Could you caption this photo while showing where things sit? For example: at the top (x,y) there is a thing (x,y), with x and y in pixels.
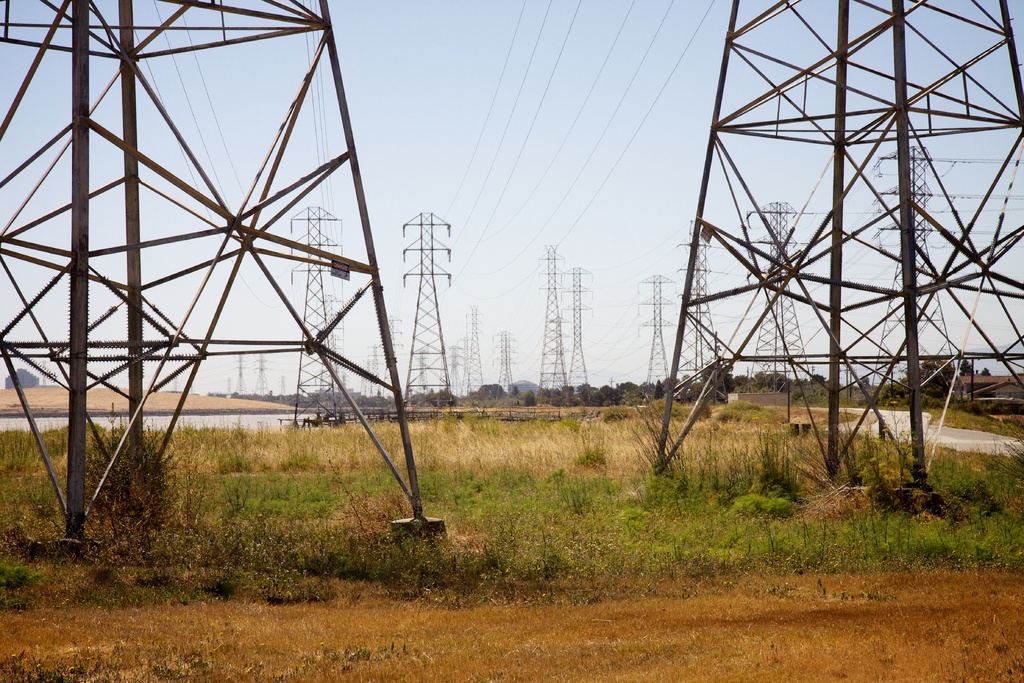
In this image we can see electric towers (909,332) and wires (546,180). At the bottom (364,591) there is grass (412,593). In the background (431,398) there are trees (616,396) and sky (447,243).
